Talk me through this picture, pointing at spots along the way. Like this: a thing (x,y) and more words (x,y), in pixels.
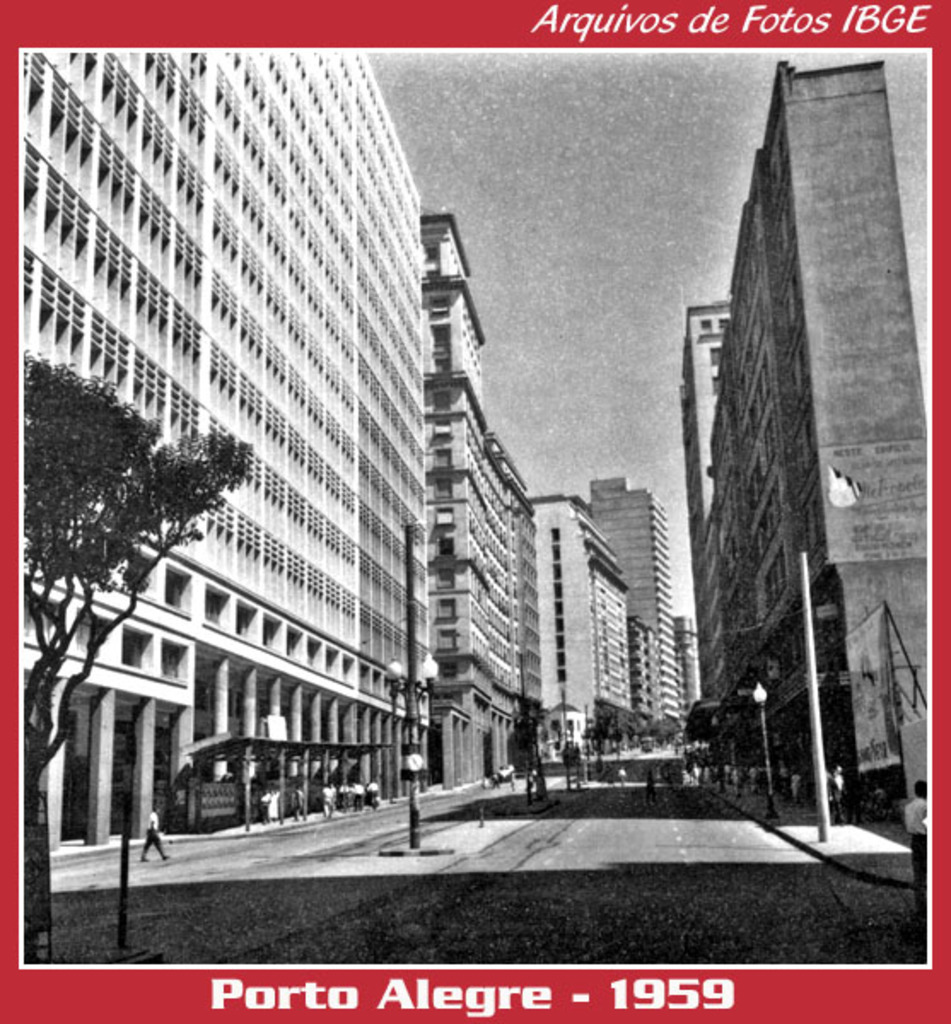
In this image, we can see a poster (383,646) with some images (520,714) and text (582,34).
